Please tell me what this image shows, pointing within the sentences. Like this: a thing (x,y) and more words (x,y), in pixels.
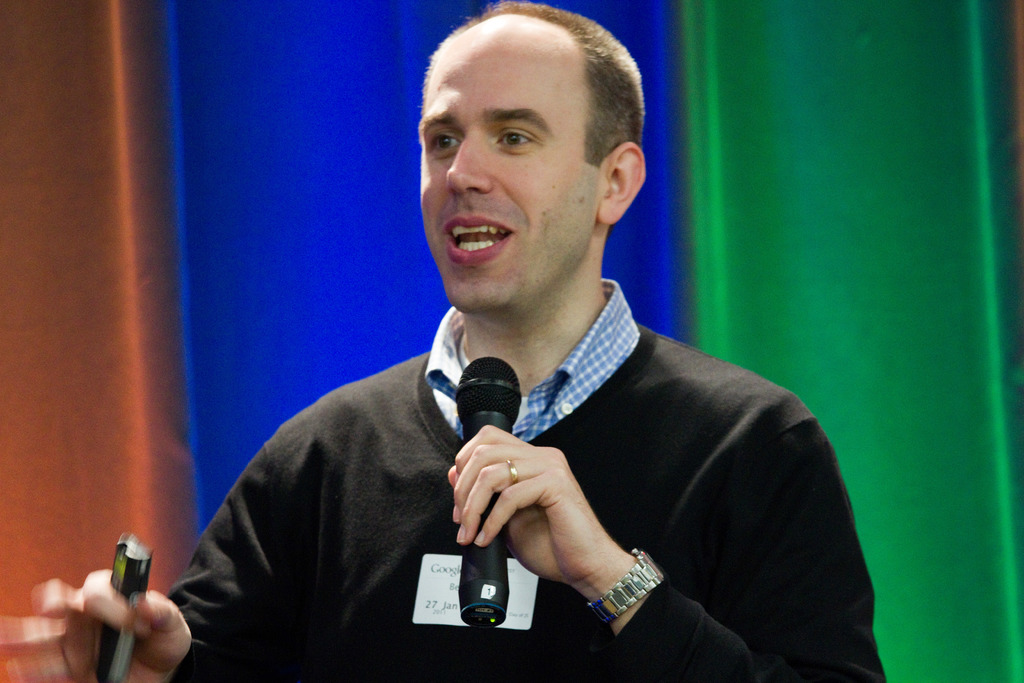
In this picture we can see a man (605,548) speaking something, he is holding a microphone (498,554) and something, he wore a black color sweater (660,483) and a watch (622,580), there is a blurry background (873,145).
